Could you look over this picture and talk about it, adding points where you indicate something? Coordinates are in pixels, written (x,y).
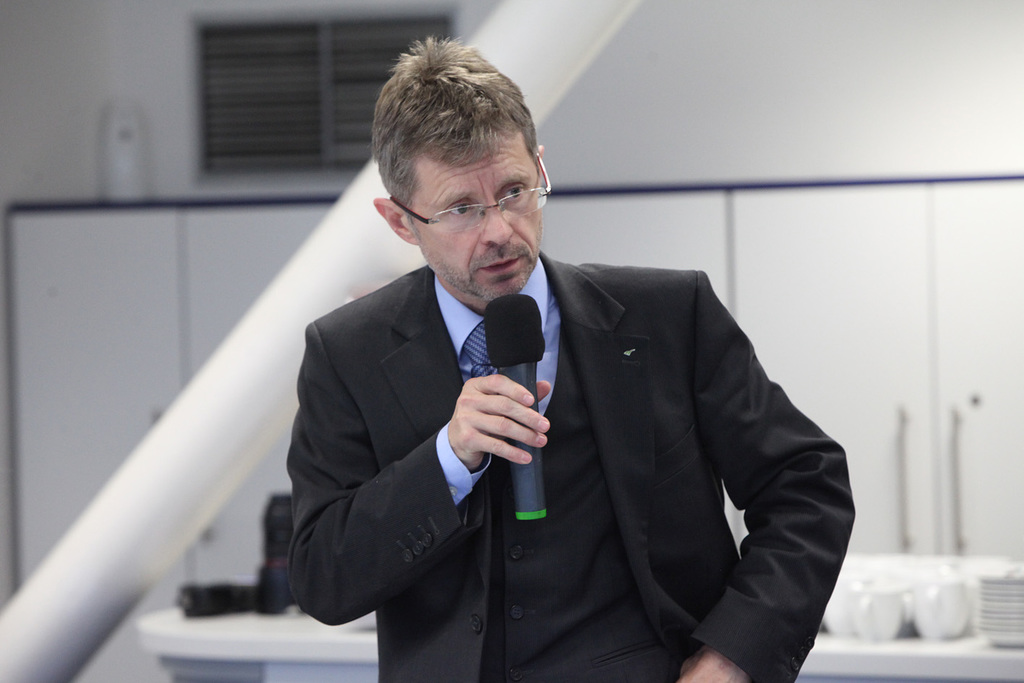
In this image we can see a person (491,267) wearing specs (477,221) and he is holding a mic (485,316). In the back (287,643) there is a table (225,632) with jugs (860,635), plates (998,620) and few other items (284,559). Also there is a pipe (157,473). In the background (87,287) we can see shelves (643,239). Also there is a wall (616,53) with window ventilation (312,60).
